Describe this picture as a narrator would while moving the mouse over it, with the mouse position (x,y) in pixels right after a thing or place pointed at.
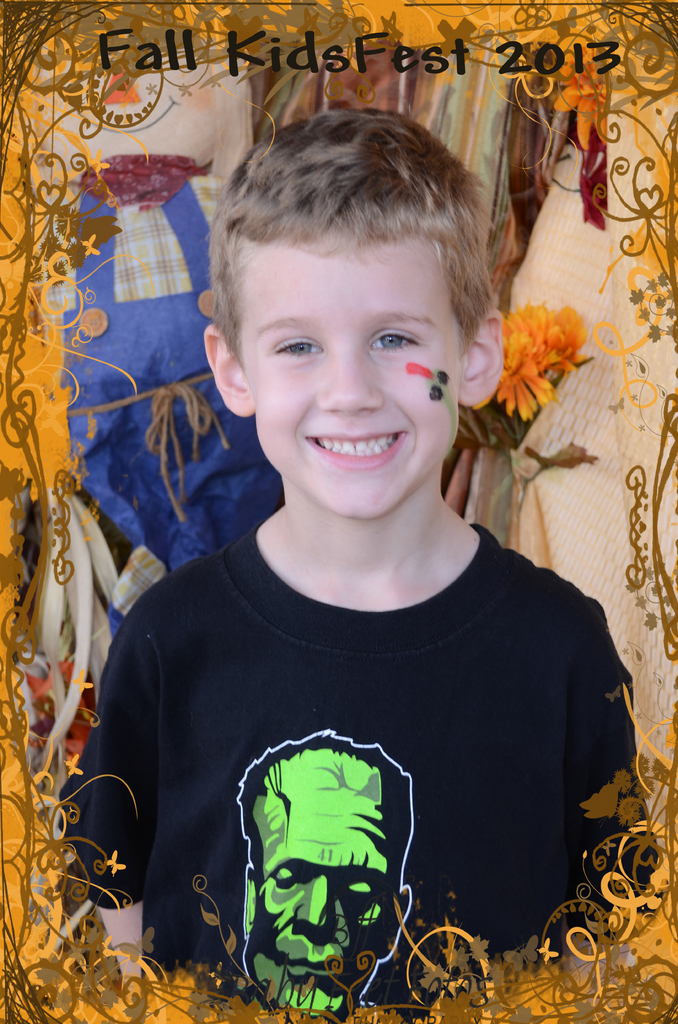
Here this is an edited image, in which we can see a child (296,475) standing over a place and we can see he is smiling and we can see flowers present behind him and we can see some other things (458,442) present.
